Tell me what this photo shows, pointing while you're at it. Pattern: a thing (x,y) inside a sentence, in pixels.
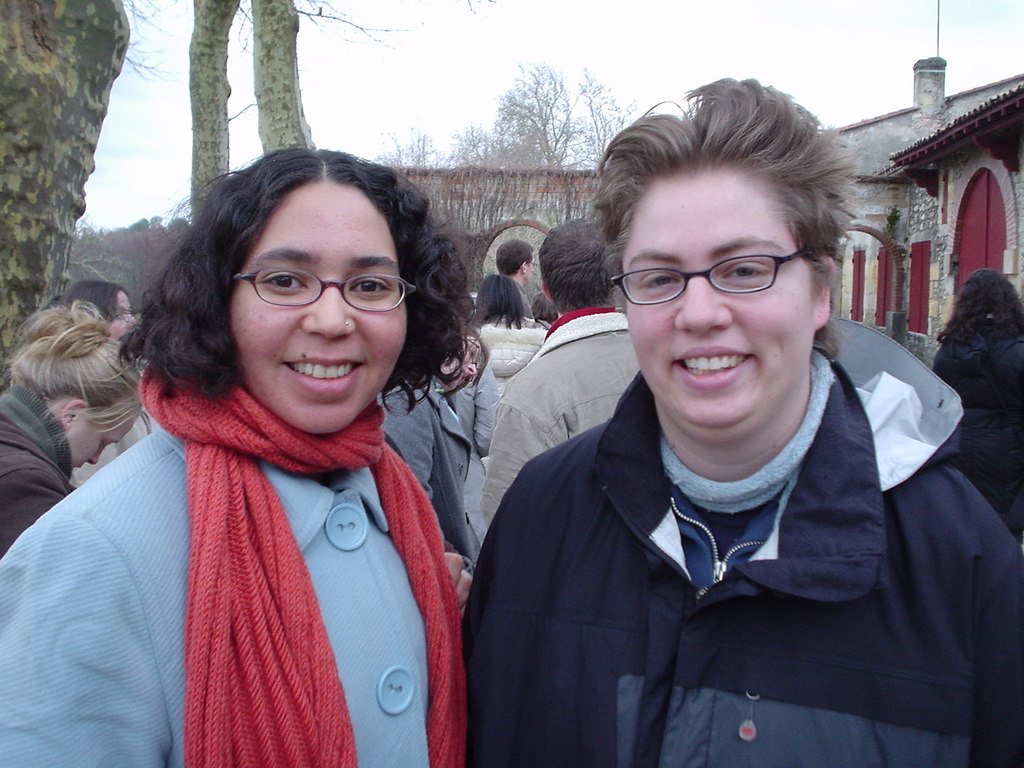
This image is taken outdoors. At the top of the image (161,102) there is a sky (361,144). In the background (966,180) there is a house (923,214) and there are a few trees (145,229). There are a few people (139,428) standing on the ground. In the middle of the image (630,314) there are two women (240,465) with smiling faces (298,385).
